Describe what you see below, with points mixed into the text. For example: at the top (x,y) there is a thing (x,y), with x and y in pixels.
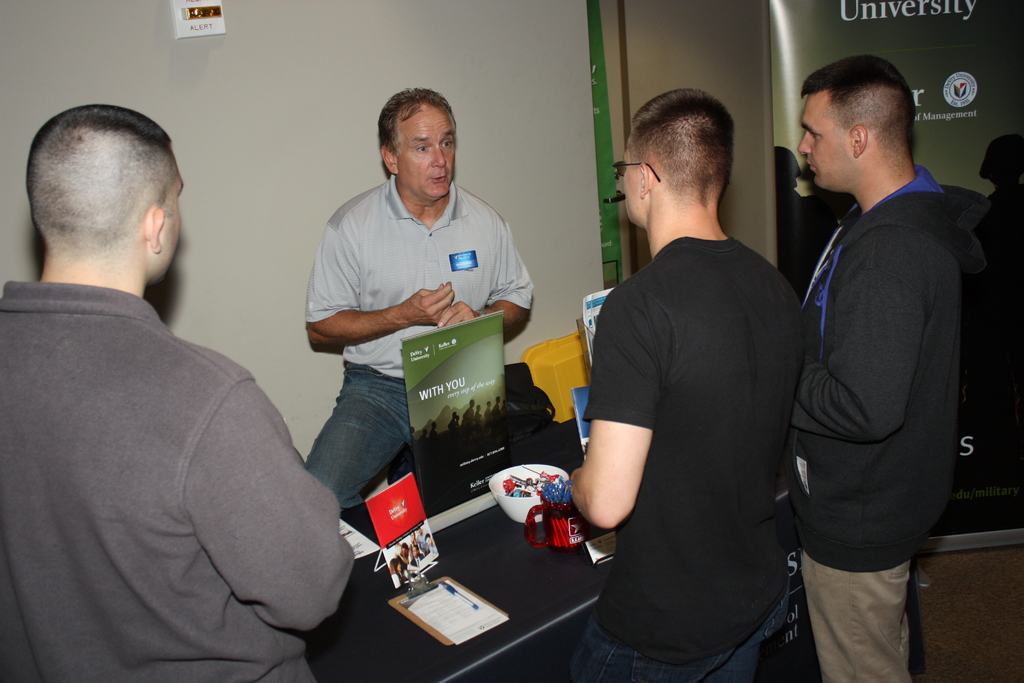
In this there are four persons (161,435) one of them is sitting and other three are standing, there is a table (509,560), there are pens (565,499) and paper (457,606) on the table (471,559), there is a bowl (497,495) on the table (471,546), there is a white wall (358,77) behind the person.
